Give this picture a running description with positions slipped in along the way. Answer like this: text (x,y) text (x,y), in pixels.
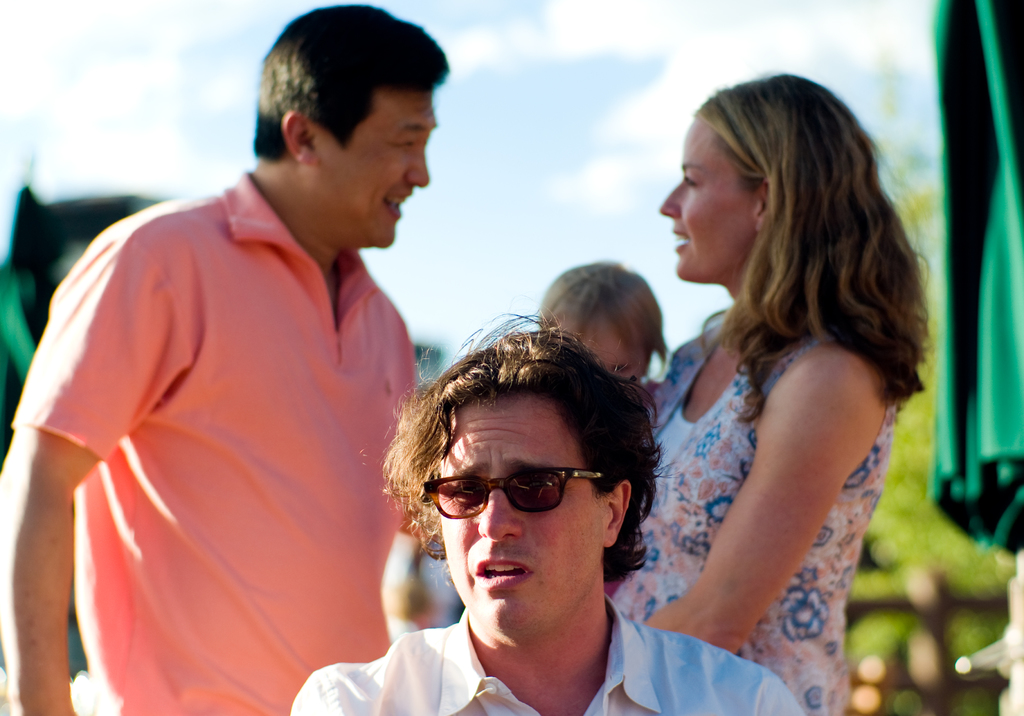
In this image we can see four persons (219,467). Behind the persons (541,481) we can see the sky (935,180). On the right side (1011,330), we can see a cloth (995,444). The background of the image (654,6) is blurred.
